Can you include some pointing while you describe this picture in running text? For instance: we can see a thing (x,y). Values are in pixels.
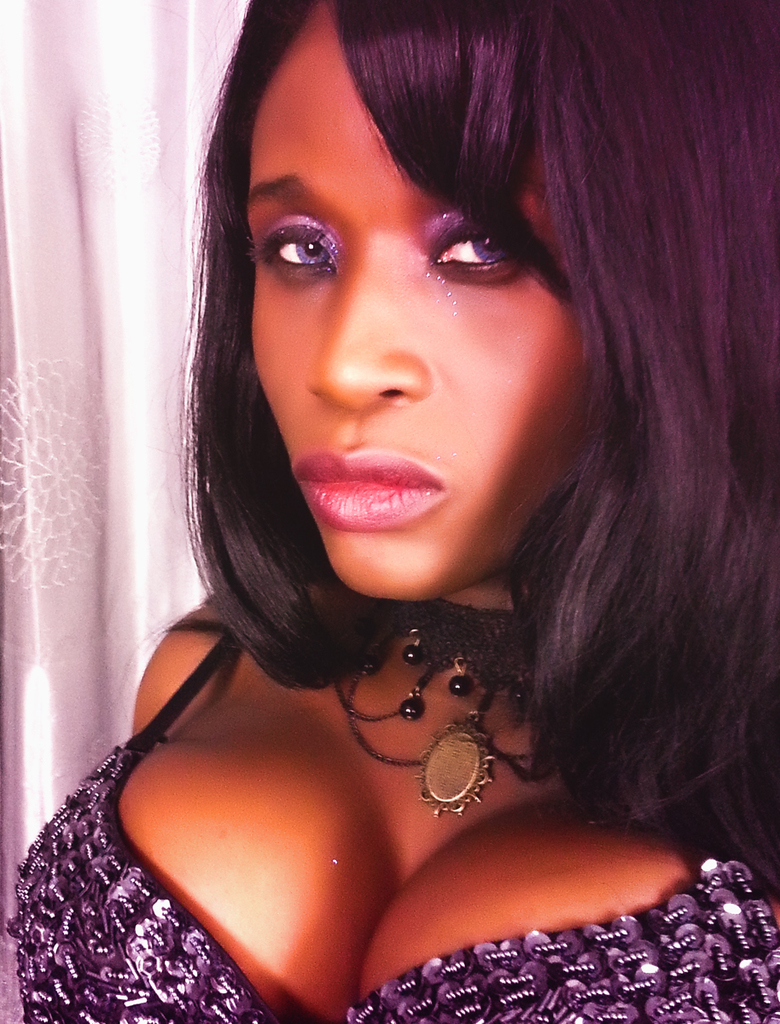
In the image we can see there is a woman (402,594) and behind there is a white curtain (87,422).
